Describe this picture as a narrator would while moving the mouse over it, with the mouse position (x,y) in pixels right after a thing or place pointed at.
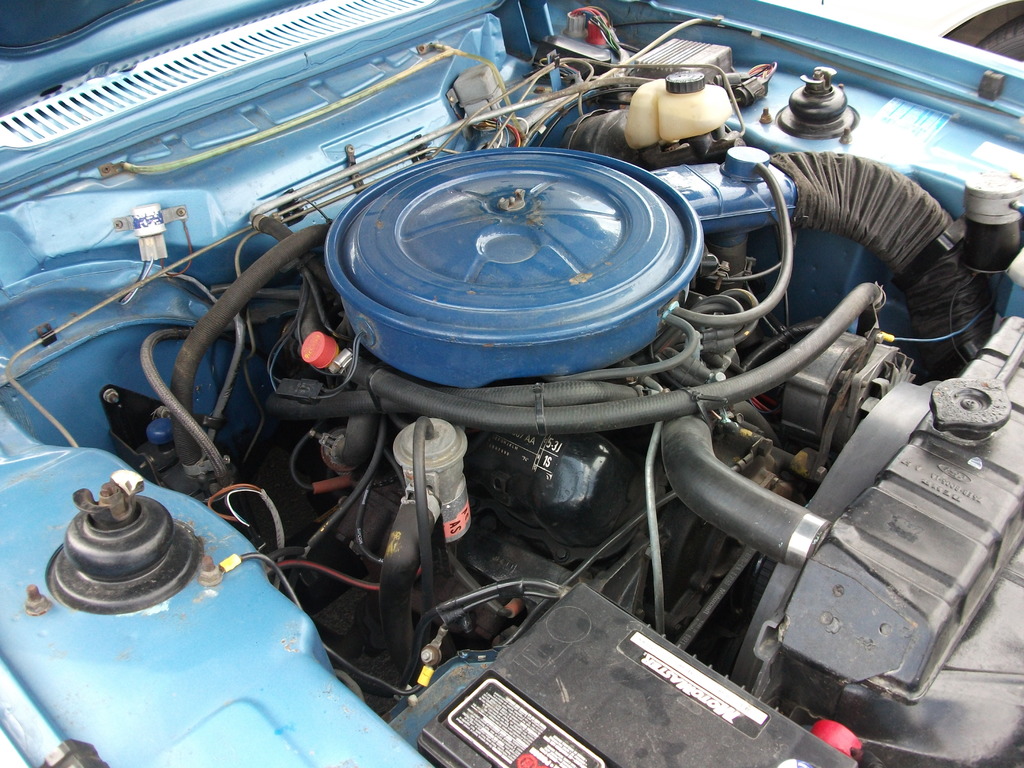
In this picture we can see an engine (517,462), pipes (639,393), cables (683,368), screws (819,80), battery (597,644) and other things (815,93) of a vehicle (224,437).
